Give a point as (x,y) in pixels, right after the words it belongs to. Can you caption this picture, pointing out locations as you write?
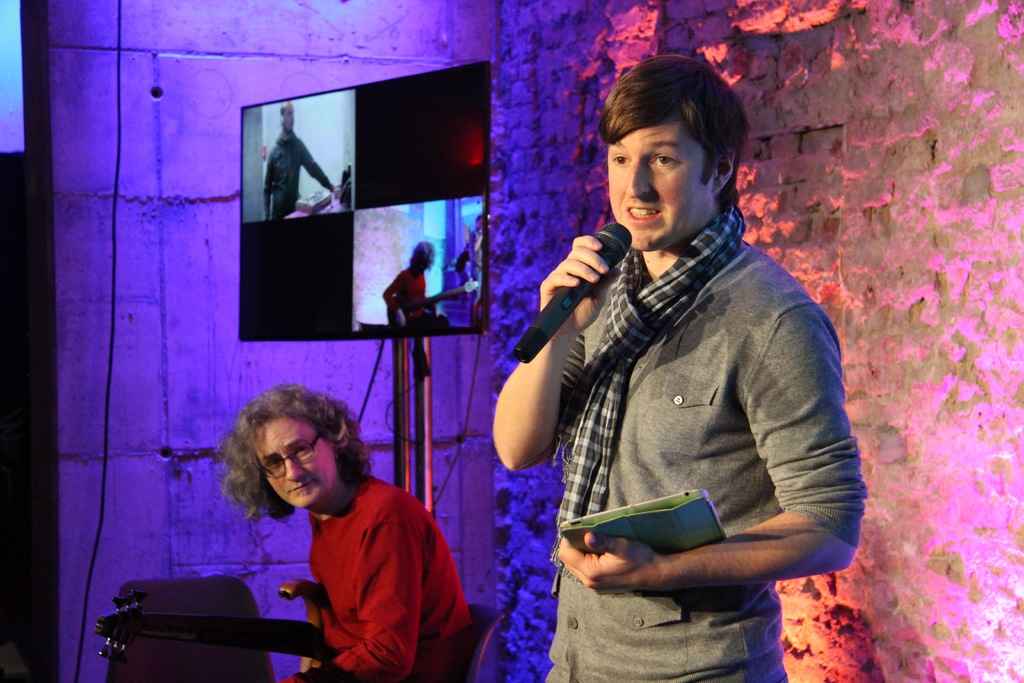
In this image I can see a man (756,428) standing, holding a book (714,521) in his left hand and mike (562,305) in his right hand (599,246) and it seems like he's speaking something. In the background (686,43) I can see a wall (645,32). Beside this person (583,458) there is another person (377,555) wearing red color t-shirt (411,540) and sitting on the chair (482,638). Behind this person (400,531) there is a screen (373,297).
